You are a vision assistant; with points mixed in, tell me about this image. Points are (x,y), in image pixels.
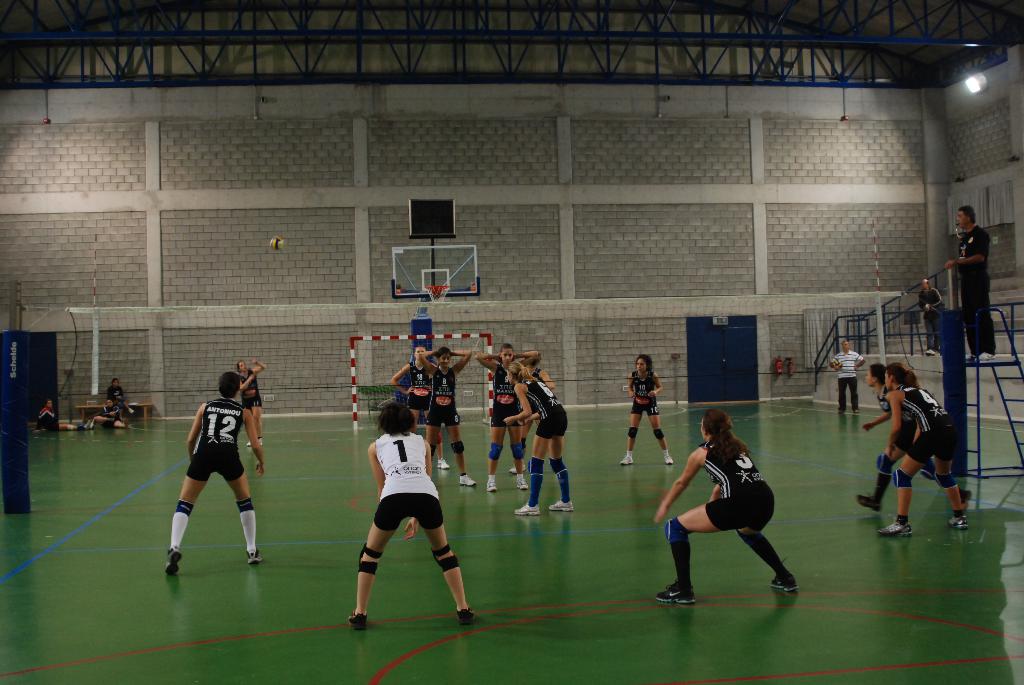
In this picture we can observe some players (402,391) in the court (325,555) which is in green color. All of them are women (556,446). They are playing volleyball. We can observe a basket (415,273) in the background (420,290). There is a wall (235,260) which is in grey color. On the right side (970,312) there is a person (962,290) standing on the stand (974,351) wearing black dress (971,312).
